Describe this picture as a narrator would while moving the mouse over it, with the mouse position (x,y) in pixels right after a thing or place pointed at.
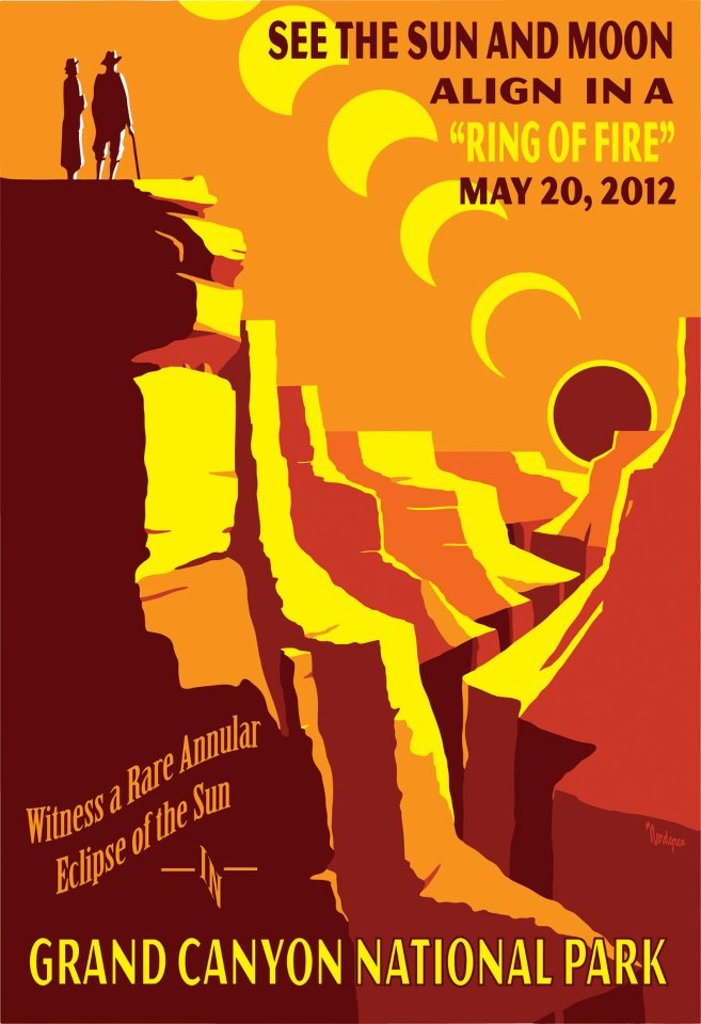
In this image, we can see a poster (431,545) with some text (337,984) and image (317,678) on it.
